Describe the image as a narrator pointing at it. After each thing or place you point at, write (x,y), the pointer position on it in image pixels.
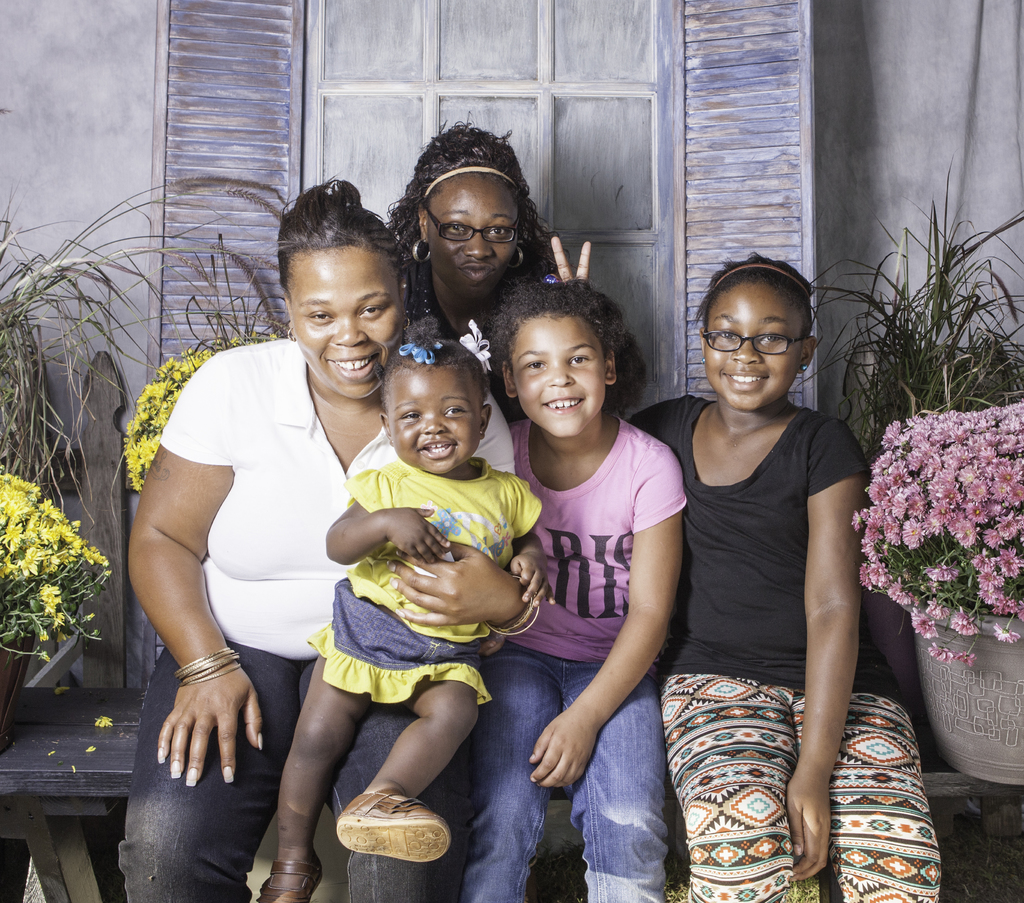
In this image I can see group of people (431,605) sitting on the bench (122,779), in front (300,549) the person (286,609) is wearing white shirt (283,556), black pant (215,782). Background (962,467) I can see few flowers (945,580) in pink and yellow color and I can see a wooden wall (444,90).
